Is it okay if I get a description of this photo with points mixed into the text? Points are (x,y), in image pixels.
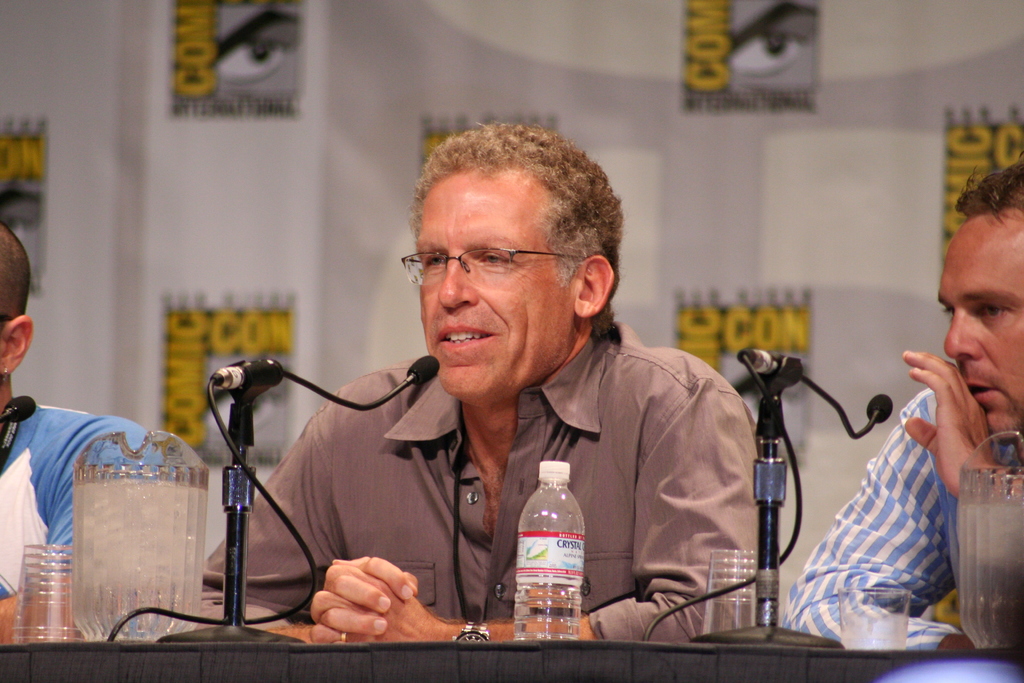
In this picture I can observe three members (466,408) sitting in front of the table (406,670) on which I can observe cups (51,549) and water bottle (531,568). One of them is wearing spectacles (472,263). There are two mics (234,603) on the table (672,658). In the background (425,66) there is a poster (505,73).
